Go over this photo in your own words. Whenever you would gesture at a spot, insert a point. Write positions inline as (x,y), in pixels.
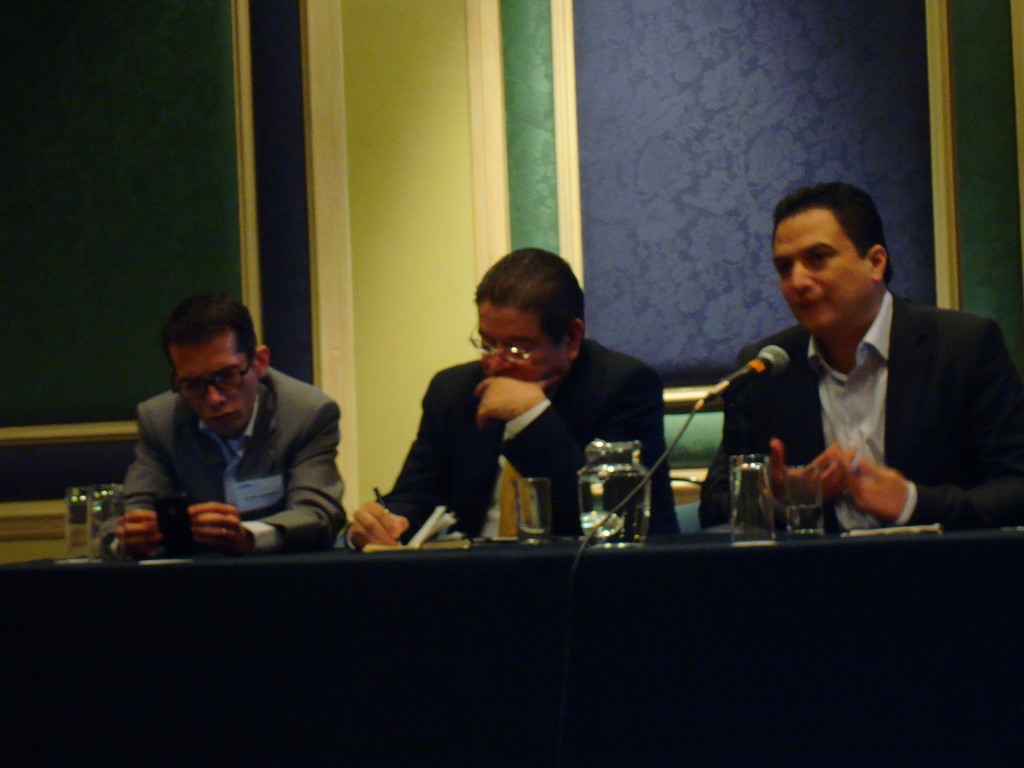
In this picture there are three people (171,440) those who are sitting on the chairs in front of table (617,561), the person (783,480) who is at the right side of the image (823,400) is saying something in the mic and the person (522,287) who is at the center of the image (542,285) is writing something in the book (409,541) and the person (236,309) who is at the left side of the image (227,356) is watching in the phone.
